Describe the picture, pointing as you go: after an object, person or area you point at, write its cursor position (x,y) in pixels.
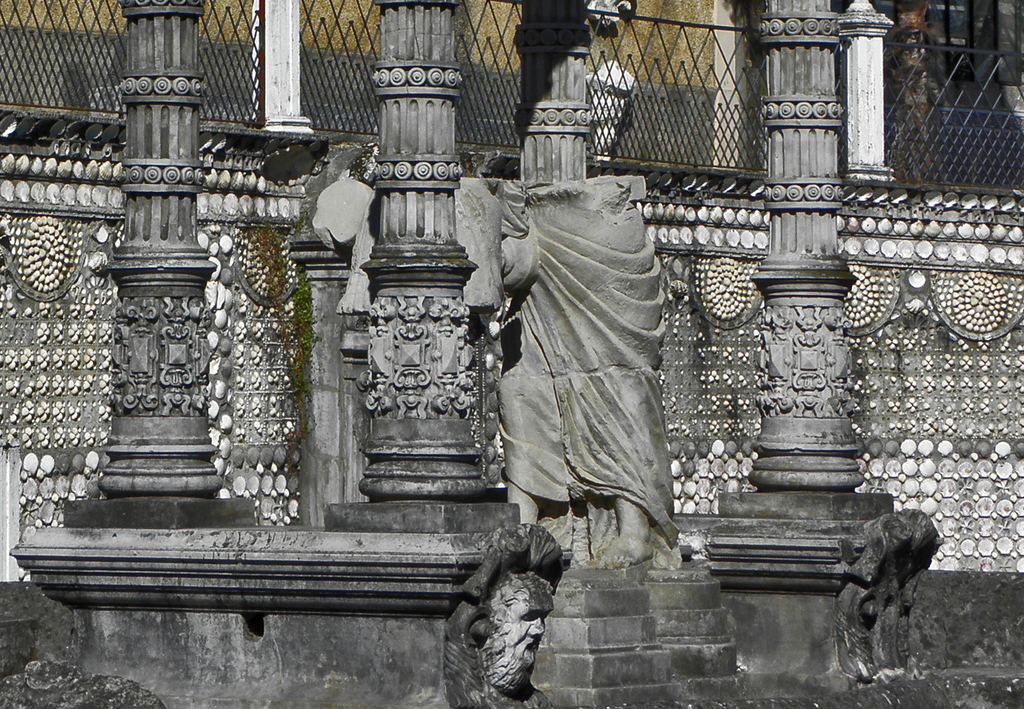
In this image we can see a statue (570,284), pillars (435,251) with sculptures (849,366) and wall (33,422). In the background (90,90), we can see a black color fence (655,106).
